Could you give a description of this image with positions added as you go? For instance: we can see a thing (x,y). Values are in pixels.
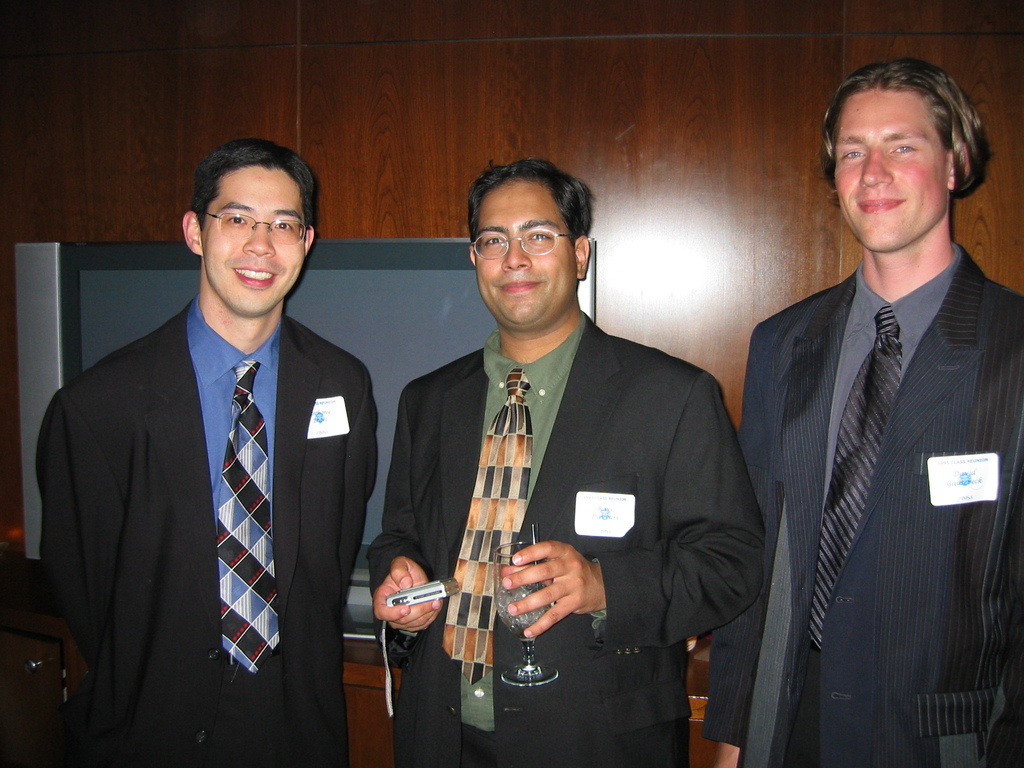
In this image there are three men (437,529) standing one is holding a glass (526,619) and a camera (412,603) in his hand (400,584), in the background (332,12) there is a wooden wall (646,148) and a TV (25,545).
